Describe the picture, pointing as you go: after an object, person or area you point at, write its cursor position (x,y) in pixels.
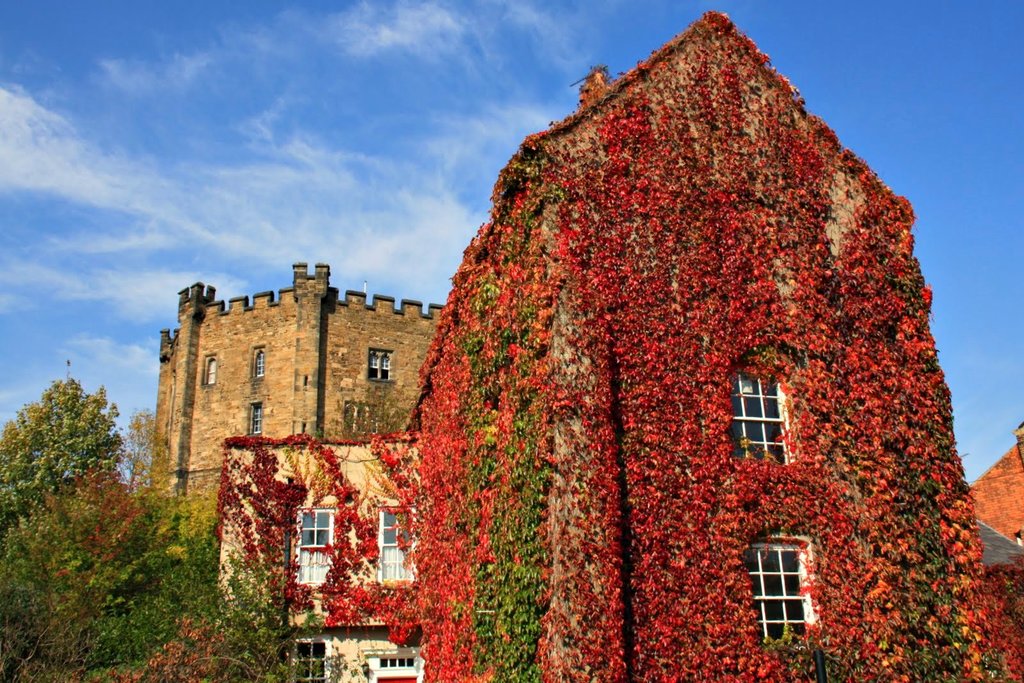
This image is taken outdoors. At the top of the image (164,193) there is a sky (288,123) with clouds (283,131). On the left side of the image (123,459) there are a few trees (186,544). In the background (213,474) there is a building (317,404) and a house (1015,492) with walls (256,386), windows (211,365) and roofs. In the middle of the image (606,354) there is a building (381,645) and there are many creepers (472,427) on the building (837,211).
